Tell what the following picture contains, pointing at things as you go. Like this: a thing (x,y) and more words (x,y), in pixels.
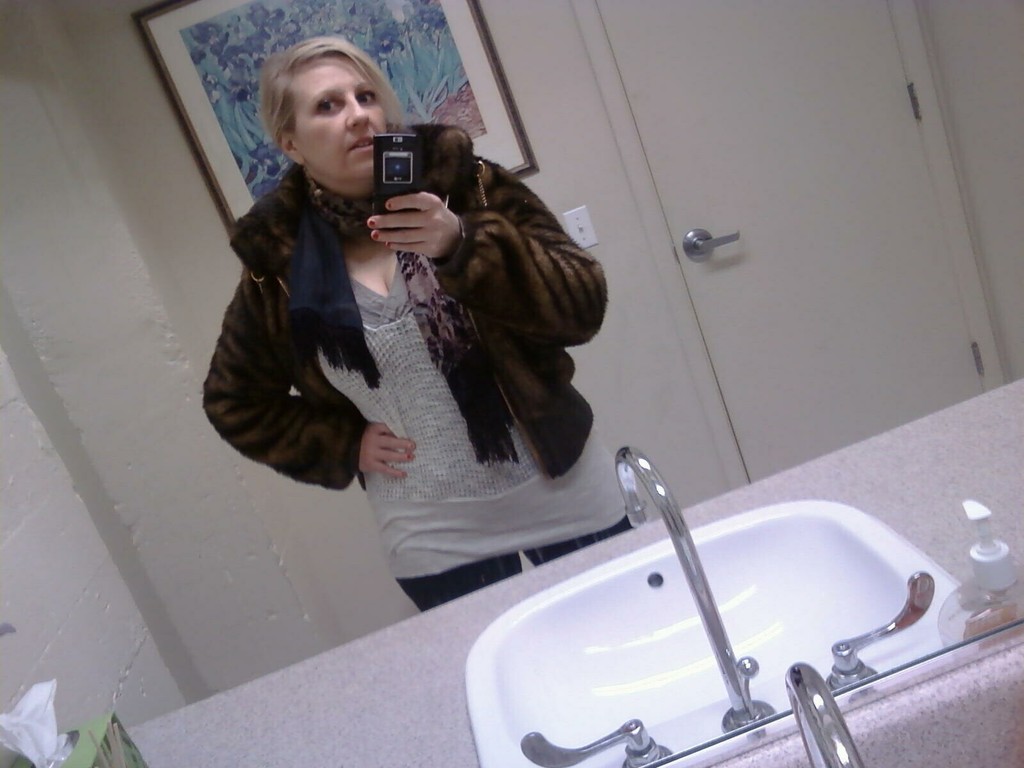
In the image there is a lady (489,226) with brown jacket (433,162) and she is holding the mobile (398,164) in her hand (392,221). In front of her there is a sink (671,646) with tap (797,695). Behind her there is a wall (613,222) with frame (438,62), switchboard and also there is a door (886,85).
